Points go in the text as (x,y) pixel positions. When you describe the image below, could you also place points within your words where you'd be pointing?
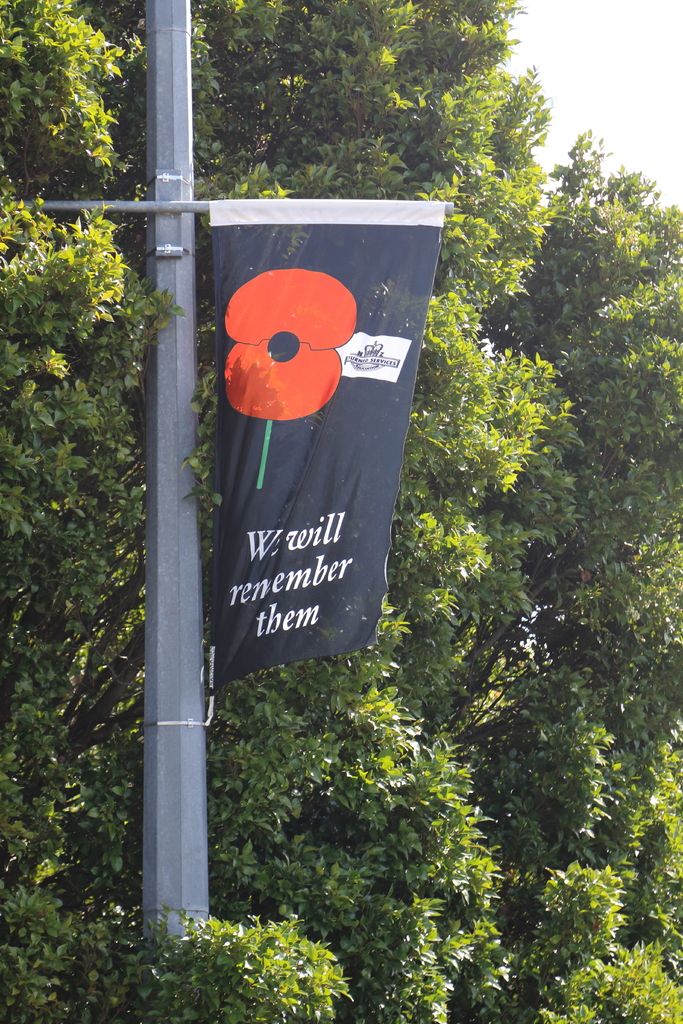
In this picture I can see a pole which has a flex banner (302,479). In the background (415,480) I can see trees (455,651).
